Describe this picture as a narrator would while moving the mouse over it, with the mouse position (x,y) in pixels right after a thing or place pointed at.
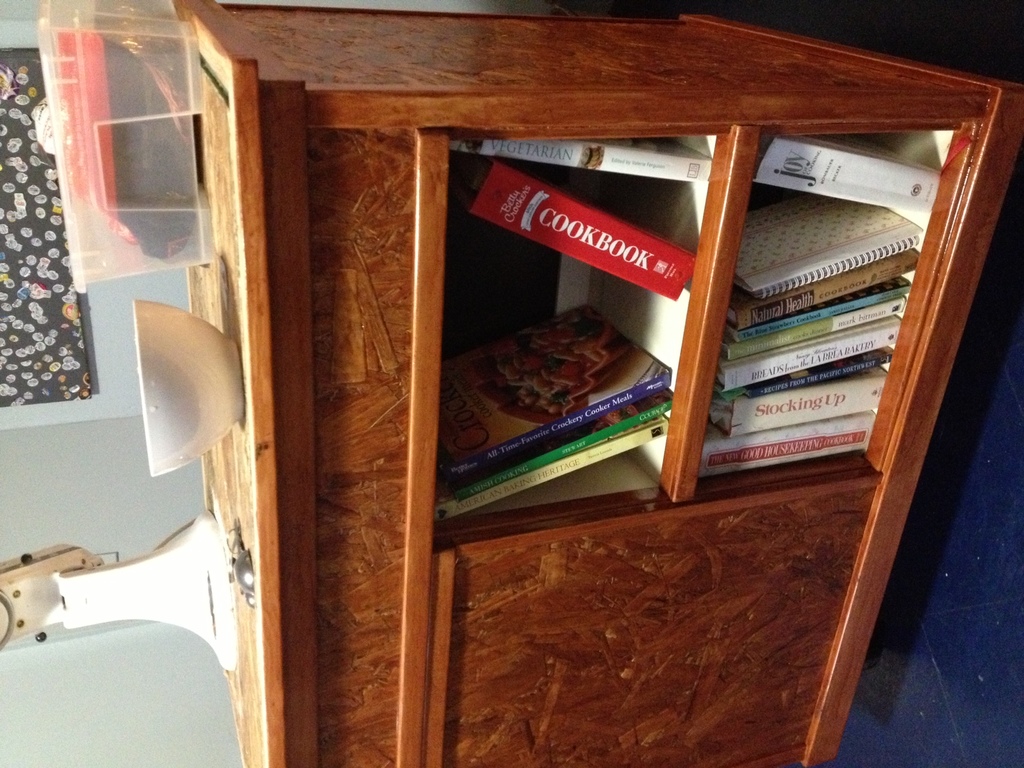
In the image there is a cupboard (635,643) with books (592,263). And on the cupboard (690,115) there is a bowl (190,326), plastic box (83,274) and a white color item (123,580). Behind that to the wall (118,361) there is a black color item (82,334).
